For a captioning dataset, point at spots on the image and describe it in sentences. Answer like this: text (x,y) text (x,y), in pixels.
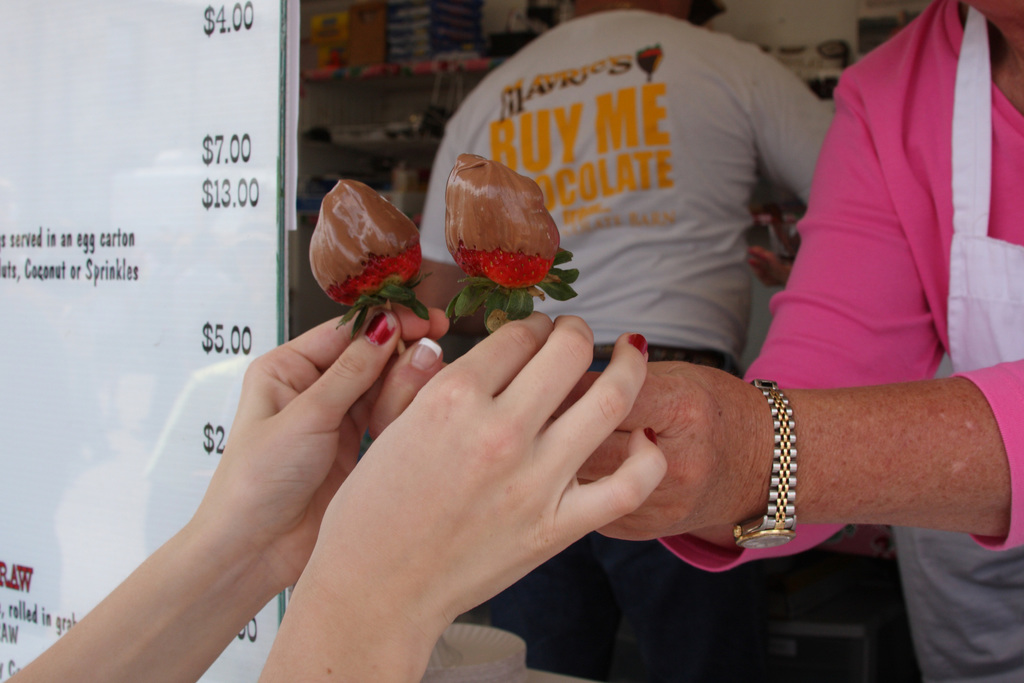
In this image we can see three people (462,364), two of them are holding some food items (504,209), there is a board (184,233) with some text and numbers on it, also we can see some boxes (406,49) on the racks (397,70).
